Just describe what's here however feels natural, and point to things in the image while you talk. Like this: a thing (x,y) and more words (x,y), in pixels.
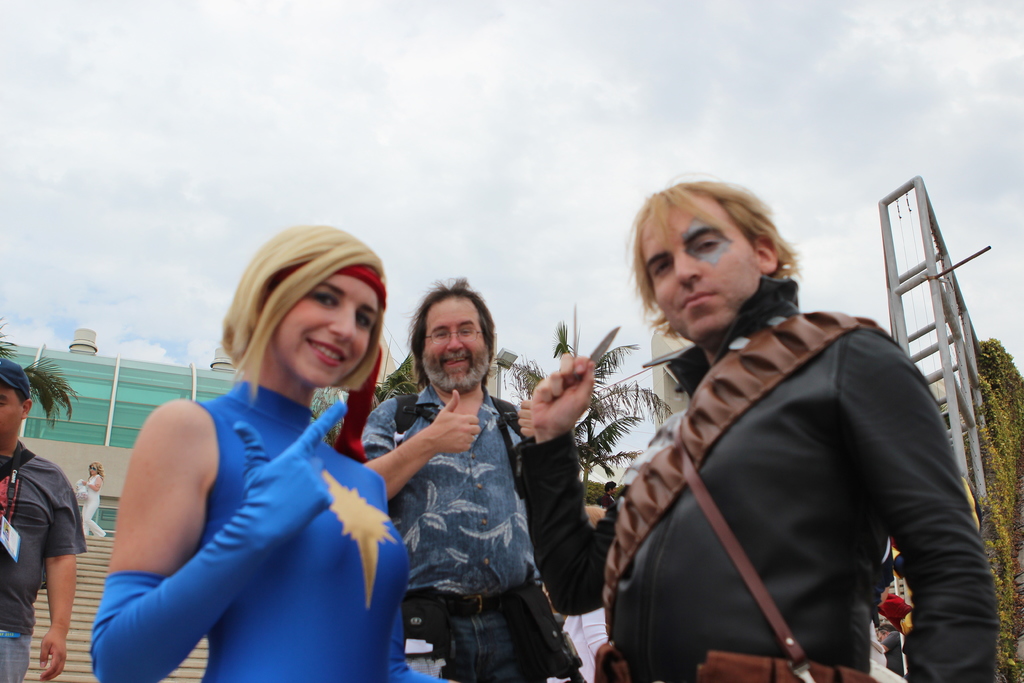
This image is taken outdoors. At the top of the image (135,207) there is the sky (147,207) with clouds (245,99). In the background (121,417) there is an architecture (124,434) and there is a building (146,398). There is a tree (584,430) and there are a few plants (594,486). A woman (93,487) is walking on the floor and there is a person (613,480). There are a few stairs (85,604). On the left side of the image (45,415) there is a tree (45,384) and there is a man (19,495). In the middle of the image (587,380) there are two men (551,508) and there is a woman (296,463). They are with smiling faces (717,315). On the right side of the image (1004,543) there is a creeper (1001,575) and there are a few iron bars (950,322).
